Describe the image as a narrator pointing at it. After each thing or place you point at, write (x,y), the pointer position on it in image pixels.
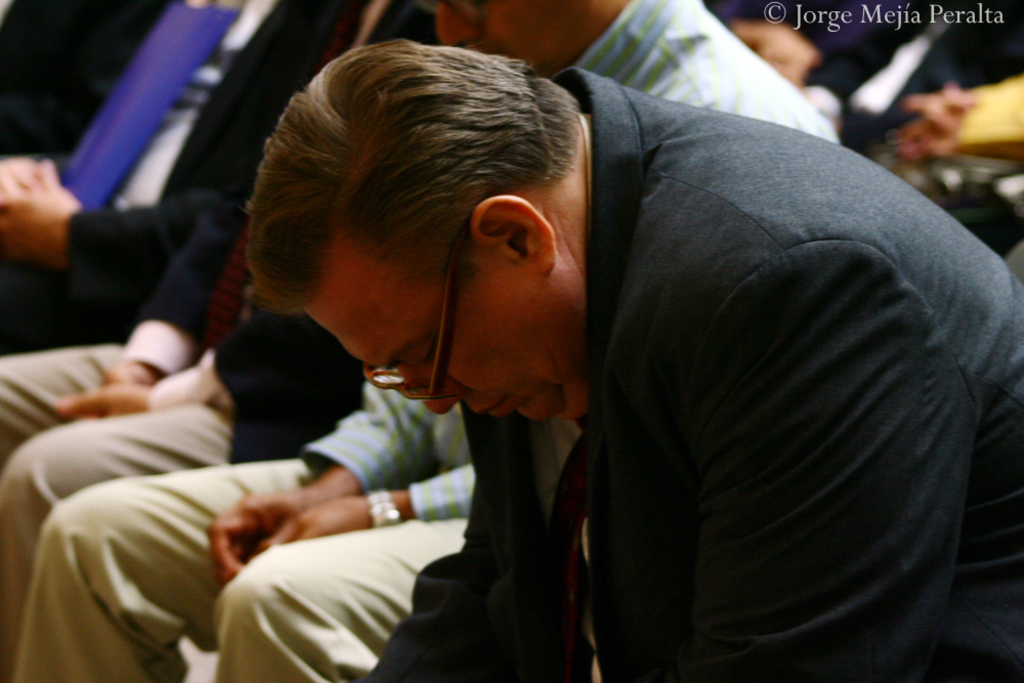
In this picture we observe several people (413,385) sitting on the chairs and giving condolences.
